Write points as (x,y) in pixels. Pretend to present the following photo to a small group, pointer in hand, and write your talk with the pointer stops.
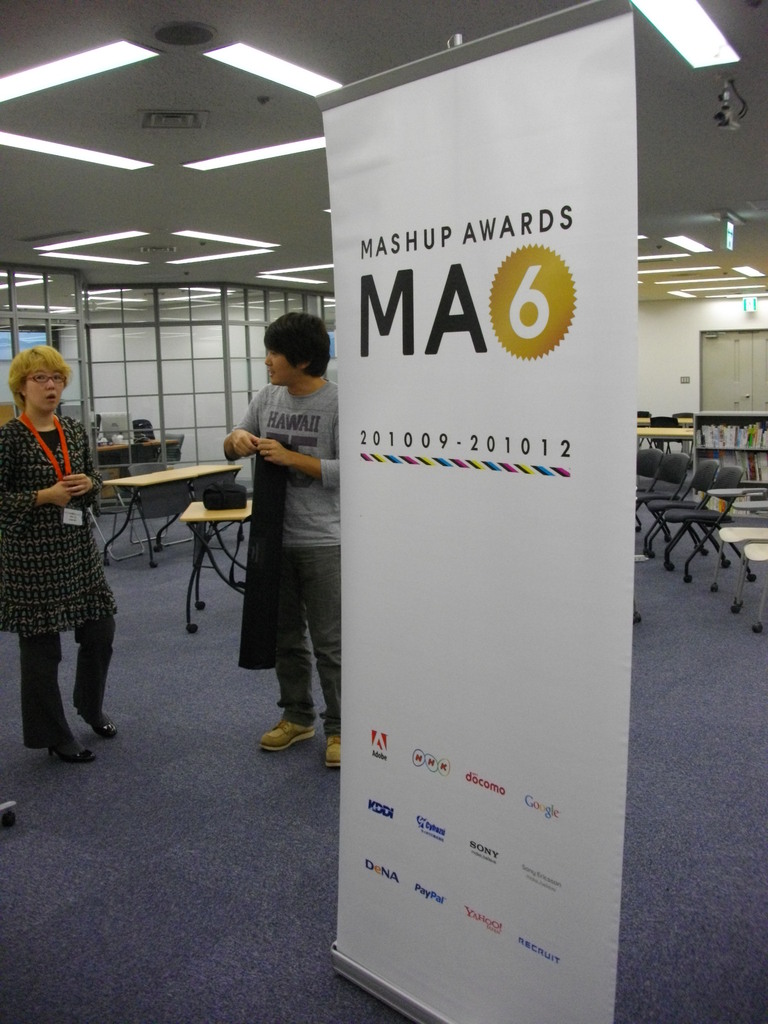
There is a man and a woman (100,643) standing on the floor (159,917). Here we can see a banner (416,691), chairs (711,478), rack (710,444), books (710,444), and tables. In the background (204,458) we can see glasses (252,333), lights (5,86), boards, door (704,358), and a wall (669,348).
